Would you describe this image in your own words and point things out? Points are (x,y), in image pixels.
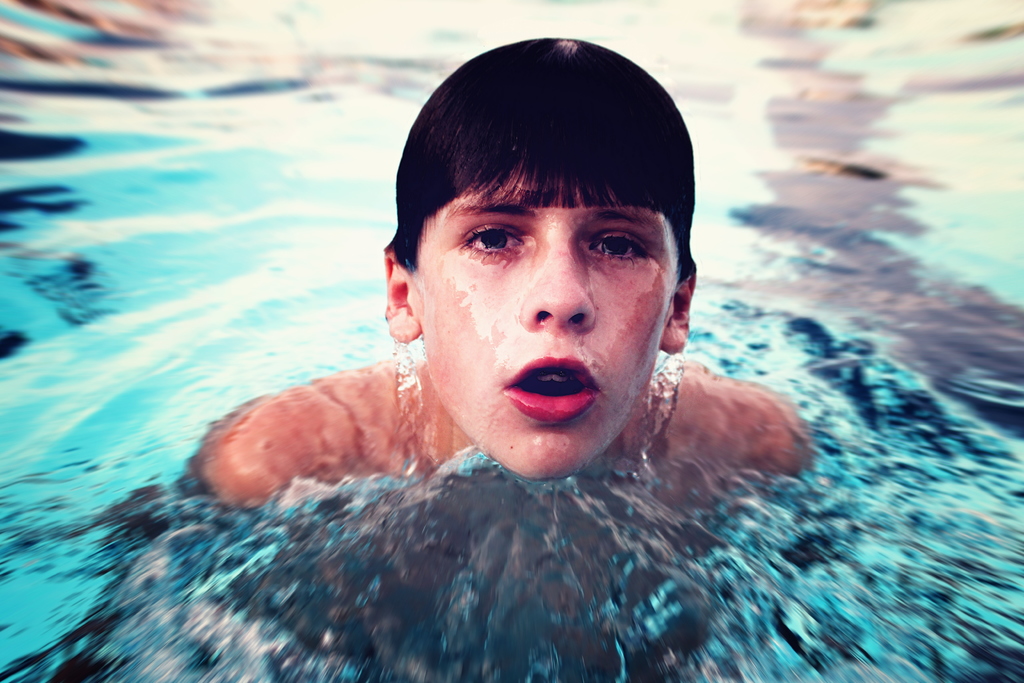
In the center of a picture there is a boy (408,273) swimming. In this picture there is water (702,585).
